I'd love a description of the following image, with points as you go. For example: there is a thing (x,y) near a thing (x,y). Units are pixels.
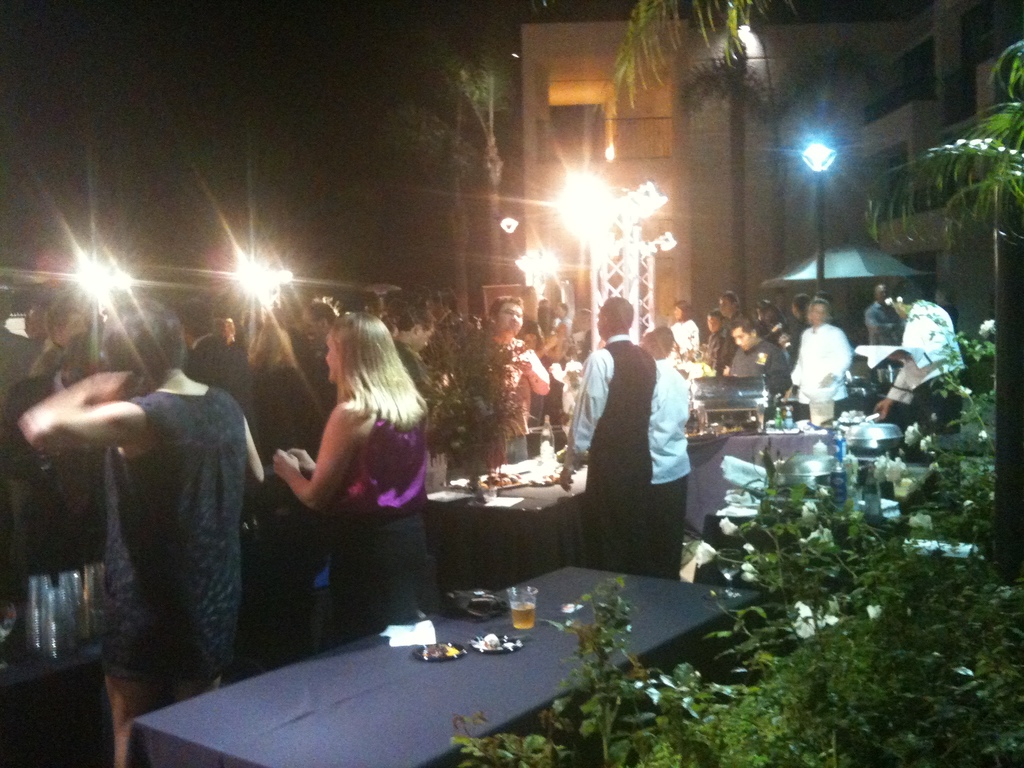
In this image there are Group of persons (335,420) standing. In the center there is a table (494,713) which is covered with a blue colour cloth (390,707). On the table (476,699) there is a glass (517,612) and there is a black colour object (479,605). On the right side (878,615) there are plants (892,549) and there is a light pole (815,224) and there are trees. On the left side (113,277) there are lights (126,279). In the background (570,124) there is a building (634,129) and there are trees (487,169) on the left side of the building (540,232).
